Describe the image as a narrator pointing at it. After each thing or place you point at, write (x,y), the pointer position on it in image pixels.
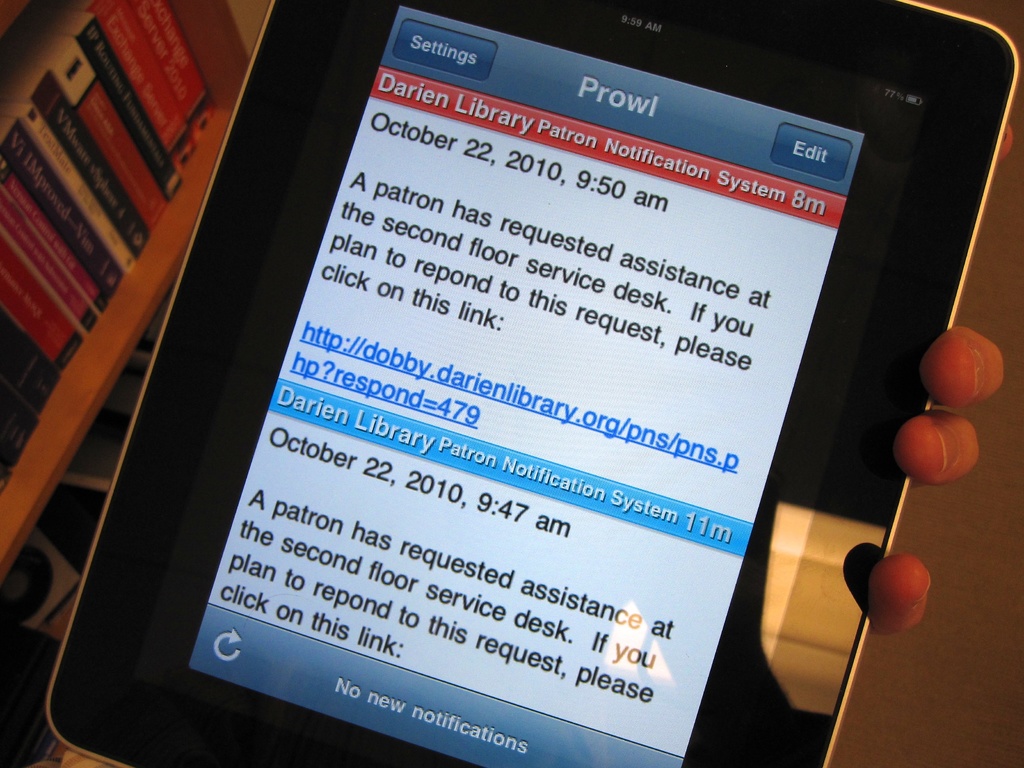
This image consists of a tablet (427,449). To the left (98,296), there are books (24,108) in the rack (61,446). At the bottom (916,721), there is a floor (918,705). A person (894,609) is holding the tab (762,489).
